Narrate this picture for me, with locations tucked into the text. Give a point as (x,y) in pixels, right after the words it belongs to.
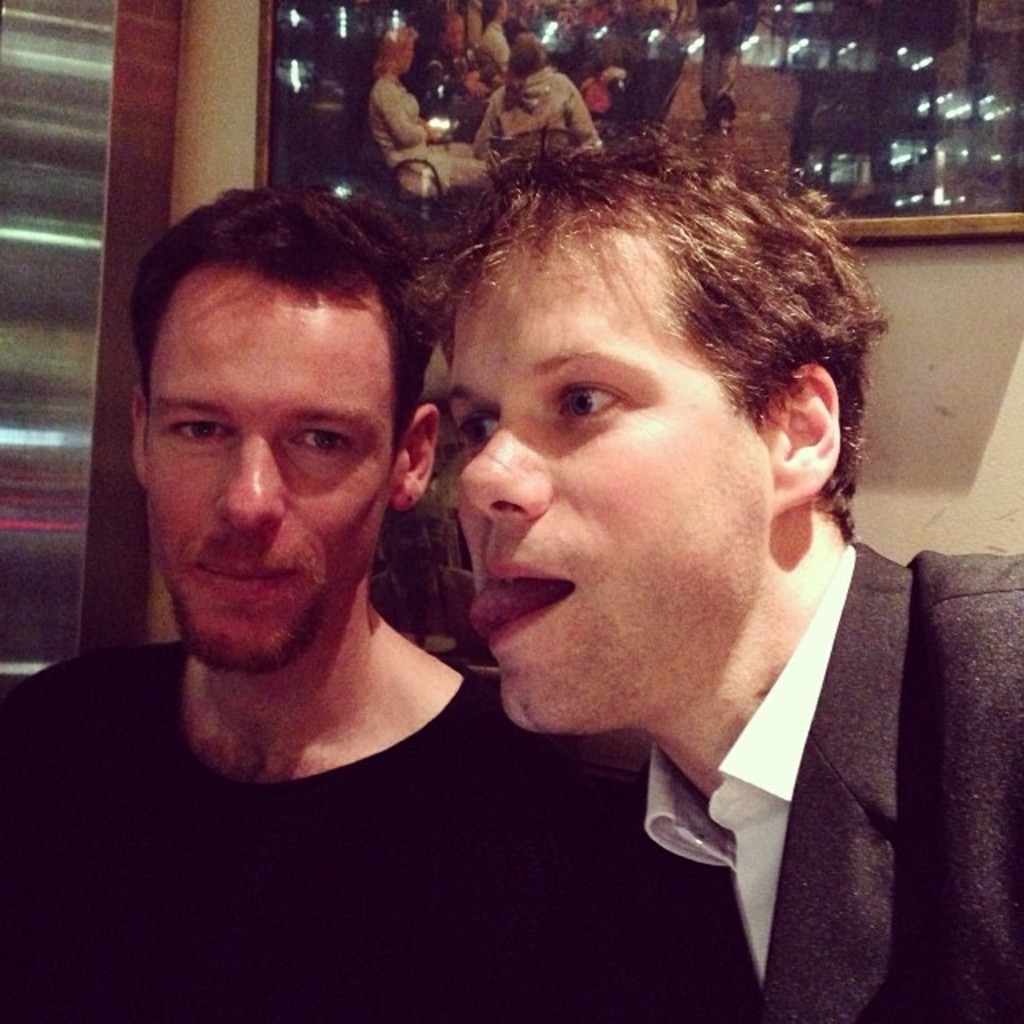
In this picture we can see two persons (367,565), behind we can see a mirror (636,64) to the wall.
